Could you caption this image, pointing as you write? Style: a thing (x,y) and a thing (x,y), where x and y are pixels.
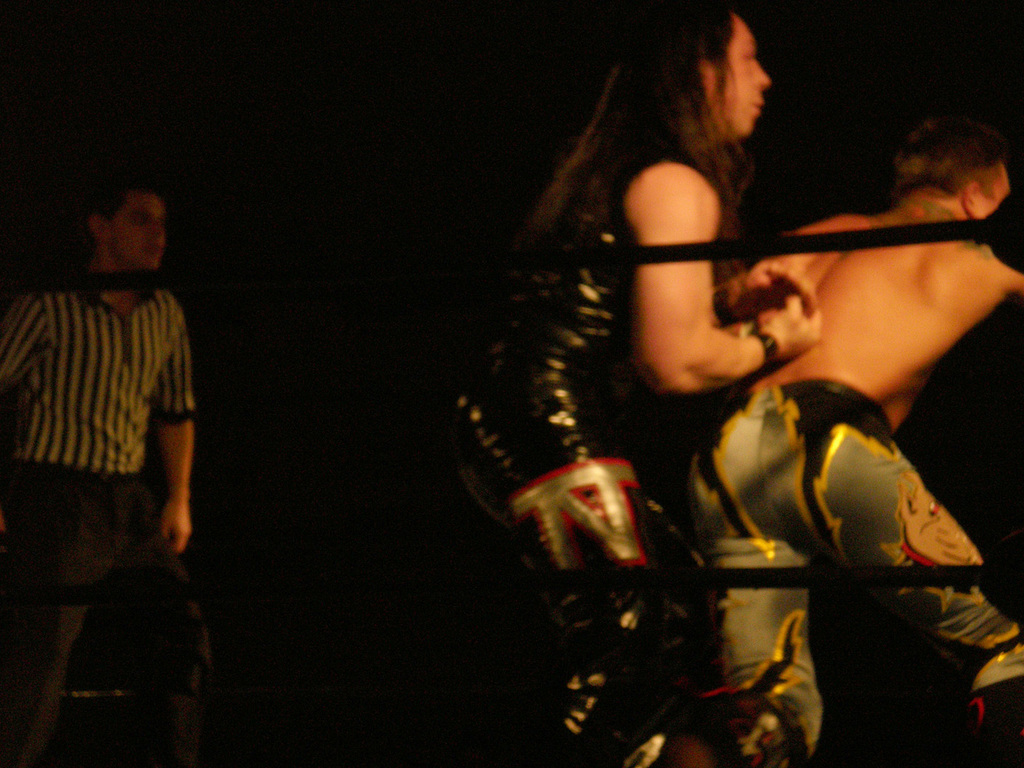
This image is taken indoors. In this image the background (295,138) is dark. On the left side of the image (113,403) a man (102,398) is standing in the boxing ring (136,283). There are two ropes (165,274). On the right side of the image (771,277) two men (778,285) are fighting in the boxing ring (690,668).
